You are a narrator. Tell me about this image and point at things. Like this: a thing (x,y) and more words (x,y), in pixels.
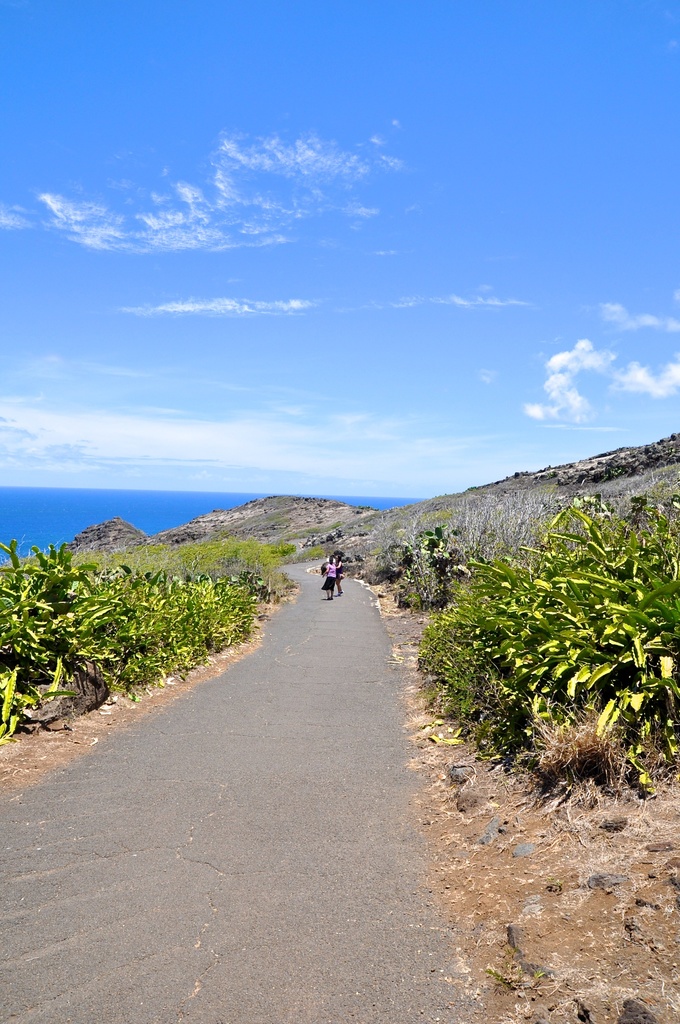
In this image we can see some people (338,592) on the road (196,729). And we can see the plants (519,584). And we can see the hill (262,524), water (82,503). And we can see the clouds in the sky (238,254).
